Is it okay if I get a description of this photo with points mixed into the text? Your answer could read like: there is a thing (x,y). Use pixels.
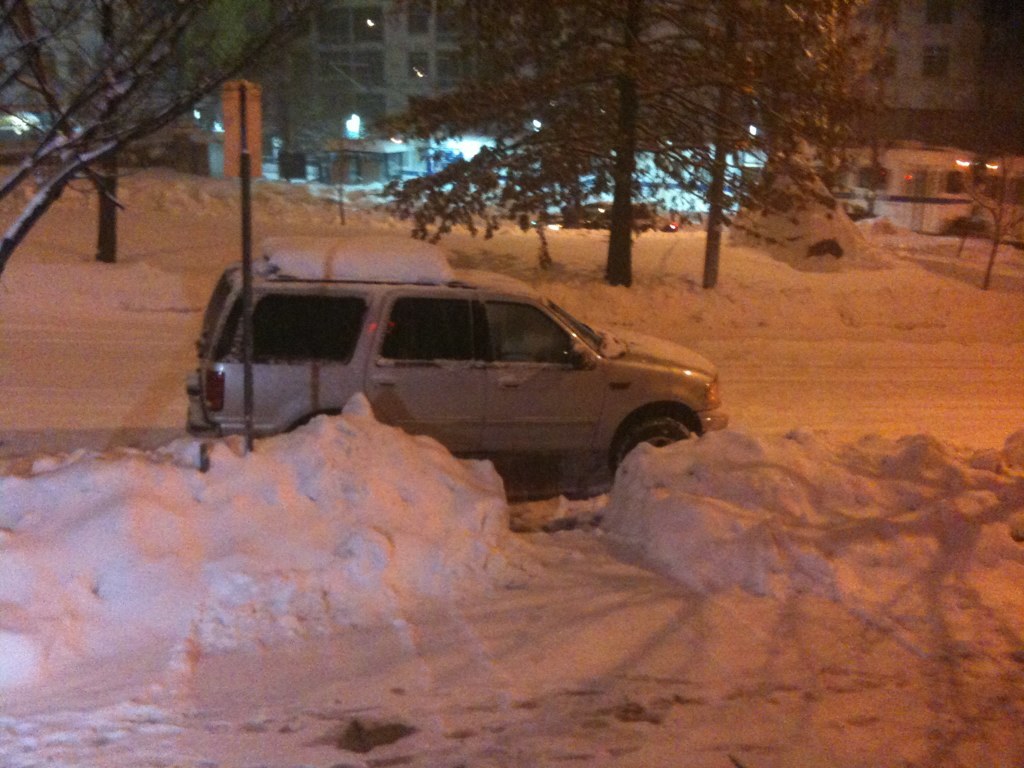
In this image I can see in the middle (530,332) there is a car (534,415) in the snow (485,522), at the top (431,117) there are trees (582,126) and buildings (921,38).
